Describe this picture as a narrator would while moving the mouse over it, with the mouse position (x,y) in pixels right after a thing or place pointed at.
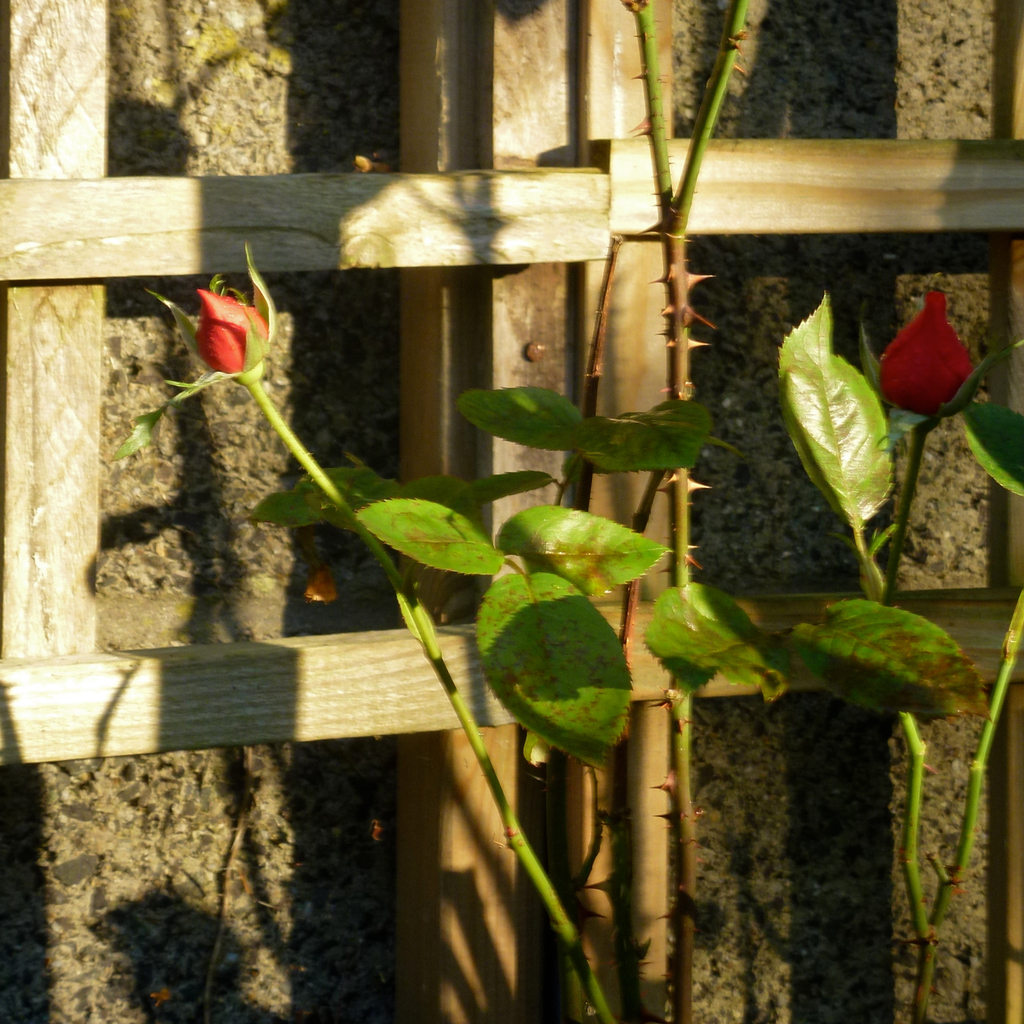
This image consists of a plant (582,608). In the background (252,510), we can see the wooden sticks (445,317) along with the wall (102,947). And there are two red flowers (978,371).
